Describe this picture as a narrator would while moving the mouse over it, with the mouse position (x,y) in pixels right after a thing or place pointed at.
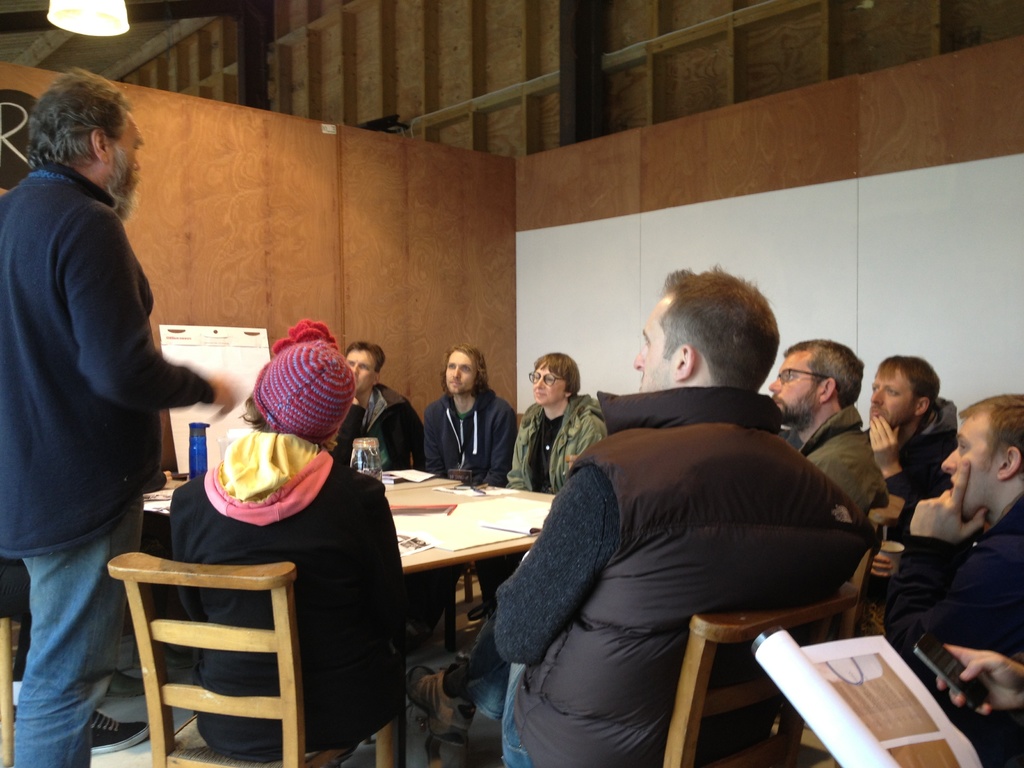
At the left side of the picture (70,340) we can see one man (88,441) standing. Here we can see all the persons (382,534) sitting on chairs (311,754) in front of a table (392,501) and on the table (418,558) we can see flasks (374,454), bottle (199,465), papers (449,543). At the right side of the picture (955,699) we can see a woman's hand (967,664) holding a mobile (930,662). This is a book (807,662).
